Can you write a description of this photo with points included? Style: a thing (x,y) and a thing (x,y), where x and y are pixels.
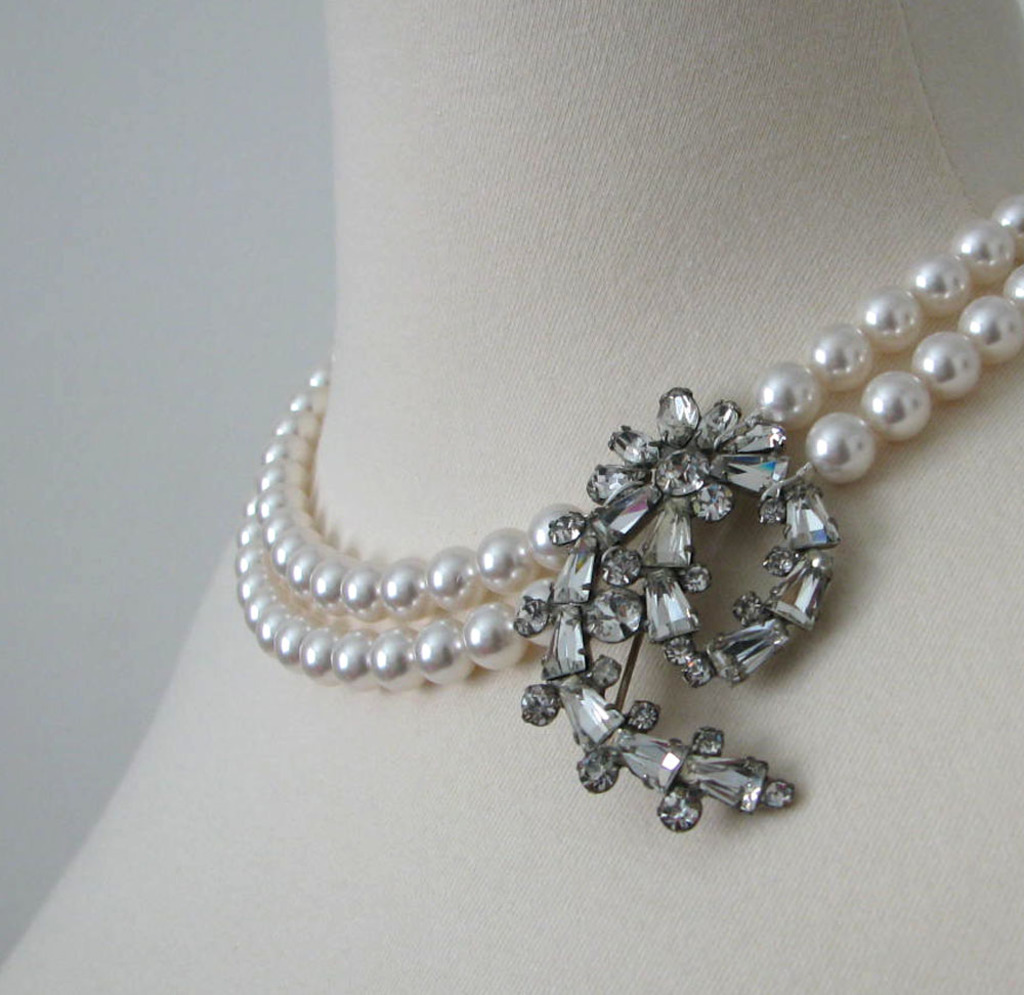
In this picture there is an ornament (1015,307). In the ornament (588,650) there is a clear brooch (683,600) and there are white pearls (929,378). At the back (875,460) there is a white background (117,441).
